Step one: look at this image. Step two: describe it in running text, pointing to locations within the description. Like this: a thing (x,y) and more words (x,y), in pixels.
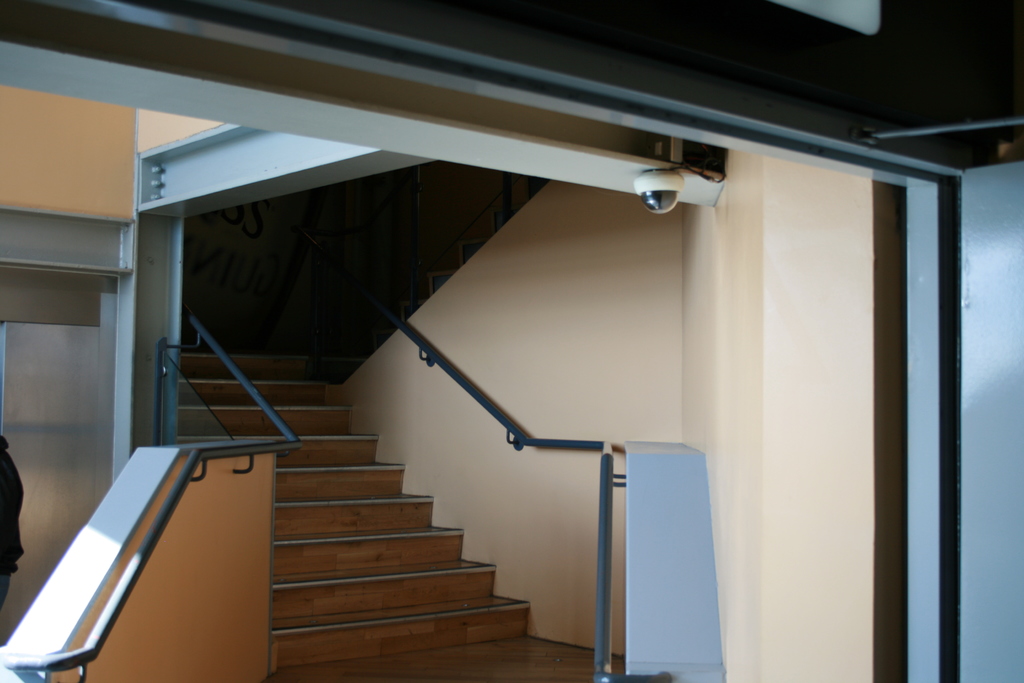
In this picture we can see steps (352,444), few metal rods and a security camera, on the left side of the image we can see a person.
